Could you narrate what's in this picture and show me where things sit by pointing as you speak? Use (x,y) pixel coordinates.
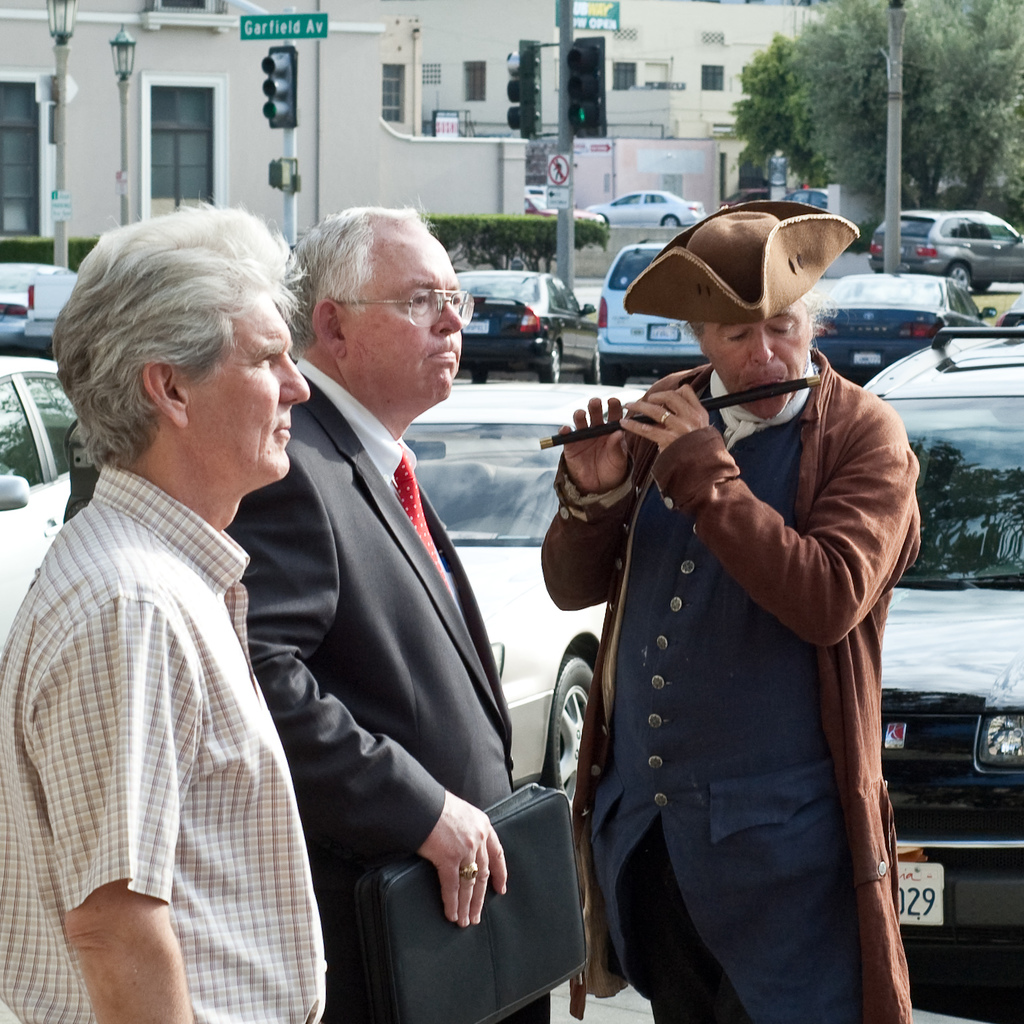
In the picture three person (230,691) standing on the road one person (755,605) is playing flute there are many cars (643,315) near to them there are many poles (900,45) on the road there are trees (829,49) and plants (467,251) there are buildings (99,62) near to the road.
